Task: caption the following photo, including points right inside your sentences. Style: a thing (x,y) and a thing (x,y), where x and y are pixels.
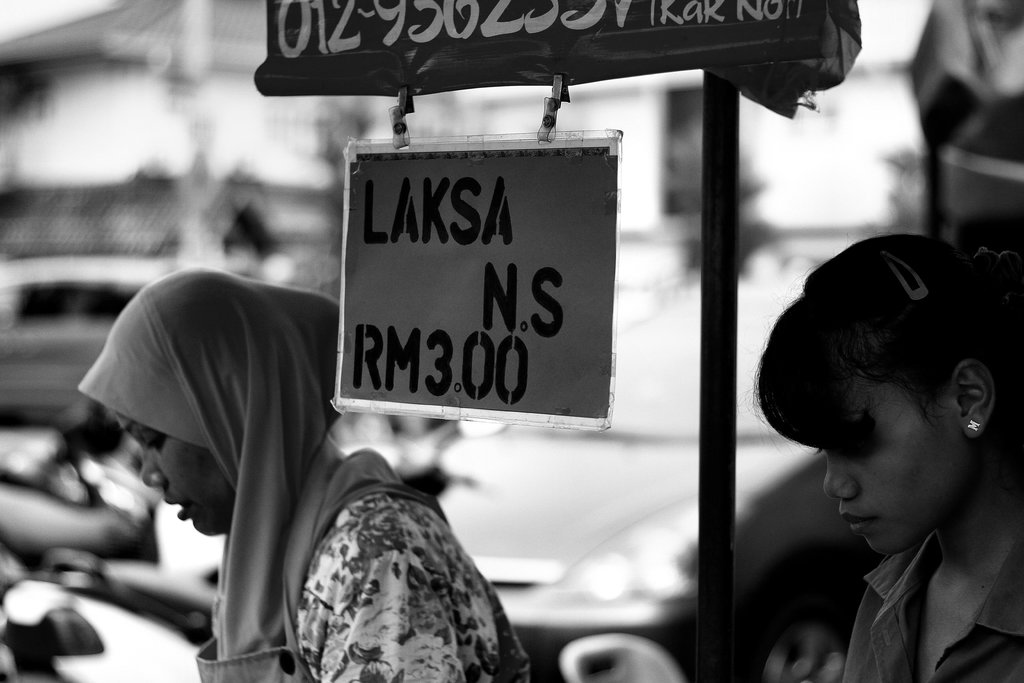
In the image we can see the black and white picture of two women (494,606) sitting, wearing clothes (412,623) and the right side woman (937,579) is wearing ear studs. Here we can see a board (493,244) and text (458,220) on it. We can see the pole (704,193) and the background (216,77) is blurred.
